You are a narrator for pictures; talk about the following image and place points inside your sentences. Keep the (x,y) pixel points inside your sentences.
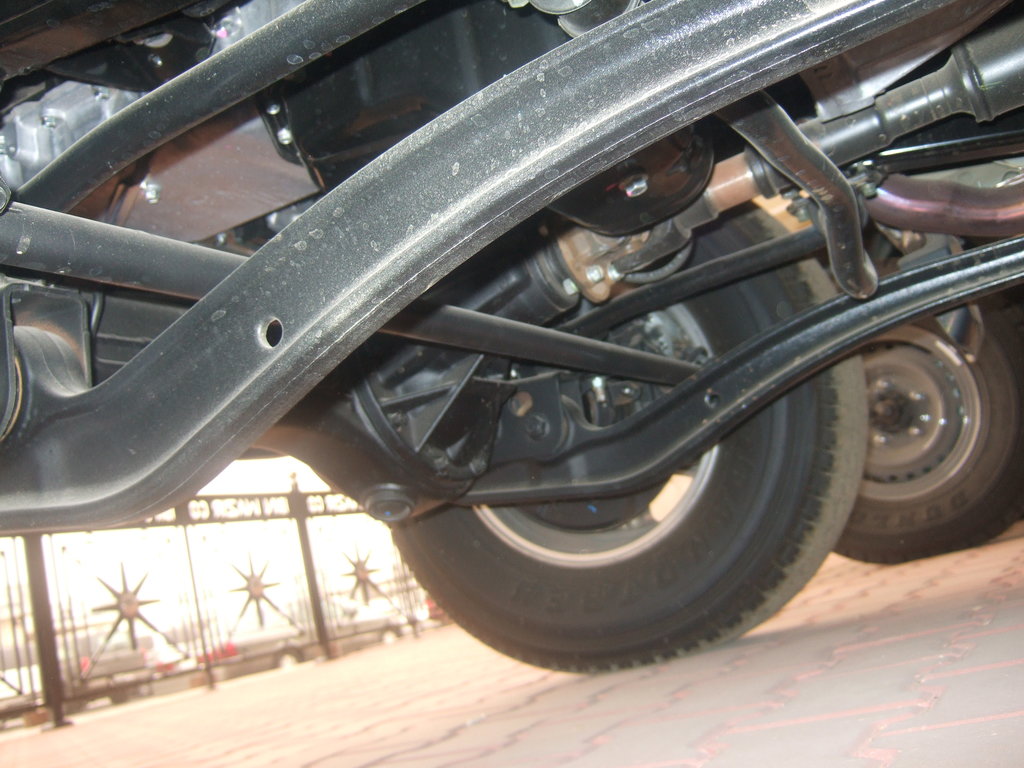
In this image we can see vehicles (835,331). On the left (146,599) there is a gate (258,581). At the bottom (520,711) we can see the road (534,722).
